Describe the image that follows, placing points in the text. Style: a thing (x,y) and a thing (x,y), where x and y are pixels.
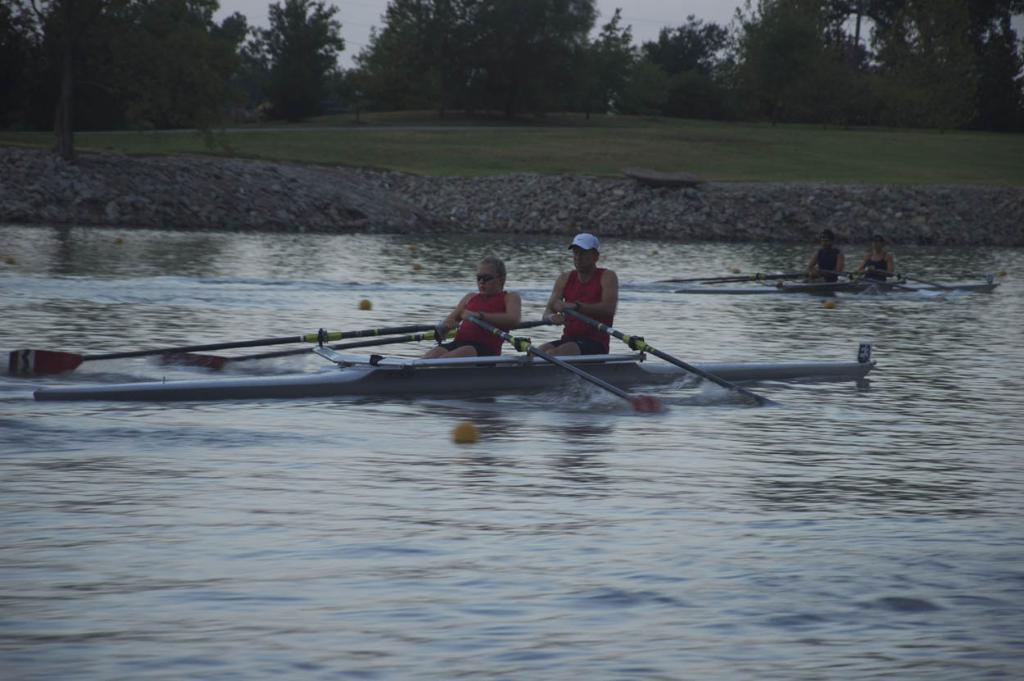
In this image there are four persons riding the boats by holding the paddles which are on the water (252,430), and in the background (437,148) there is grass (345,141), trees (689,30), sky (652,29).
